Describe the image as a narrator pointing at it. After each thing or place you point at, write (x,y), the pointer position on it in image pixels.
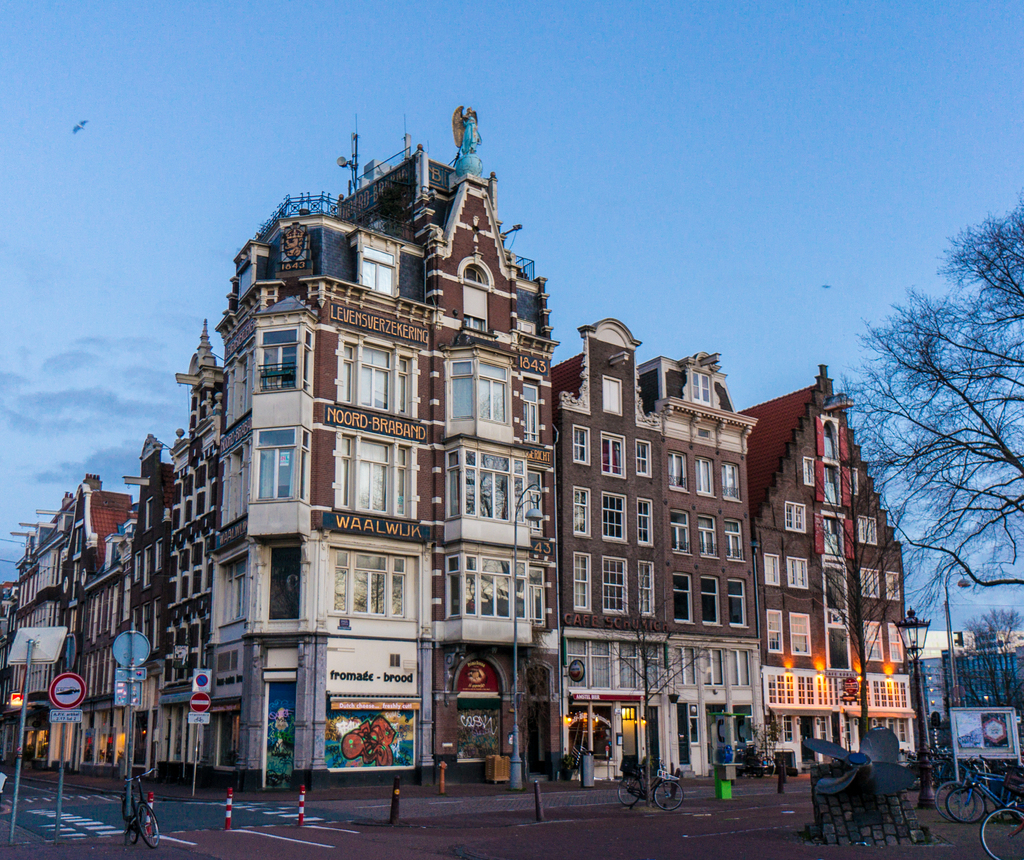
In this picture we can see bicycles (985,771), poles (921,761), lights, boards (197,719), dustbin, road (749,782), trees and buildings (555,633). In the background of the image (650,136) we can see the sky (170,58) with clouds (117,342).
